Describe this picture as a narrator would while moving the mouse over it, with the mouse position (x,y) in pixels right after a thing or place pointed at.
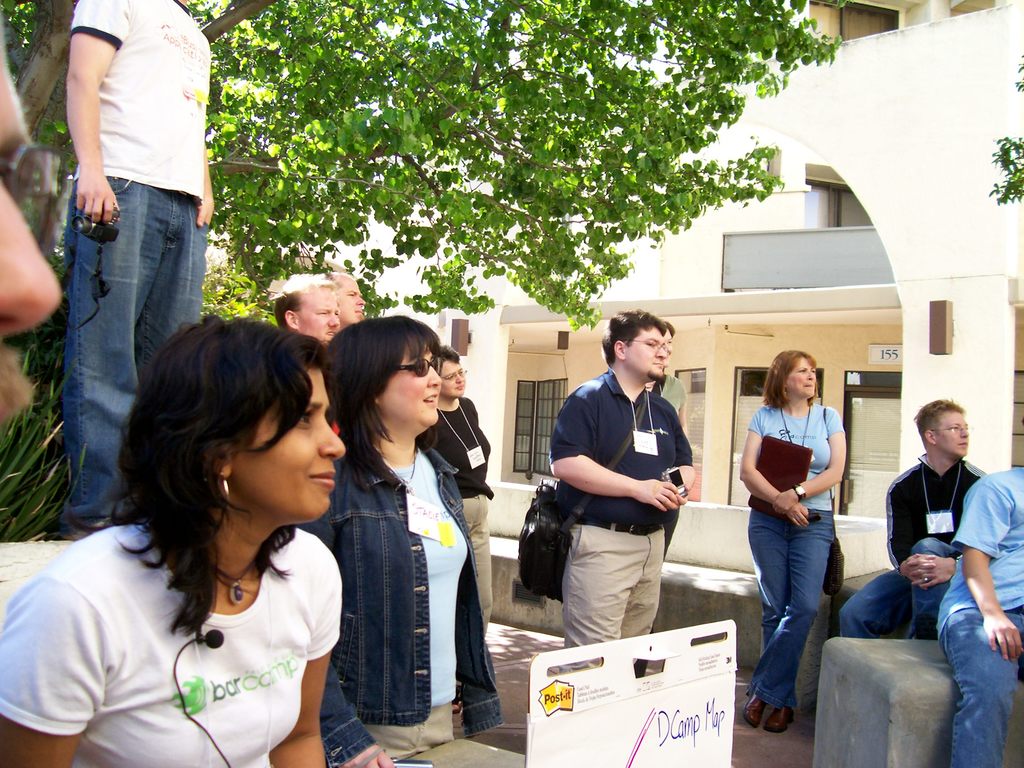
In this picture I can see few people (578,479) are standing and few are seated and few of them wore bags (830,588) and I can see a man (115,163) standing and holding a camera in his hand (104,195) and It looks like a board (643,729) with some text (659,739) and I can see trees (307,247) and a building (698,223) in the back (721,137).
